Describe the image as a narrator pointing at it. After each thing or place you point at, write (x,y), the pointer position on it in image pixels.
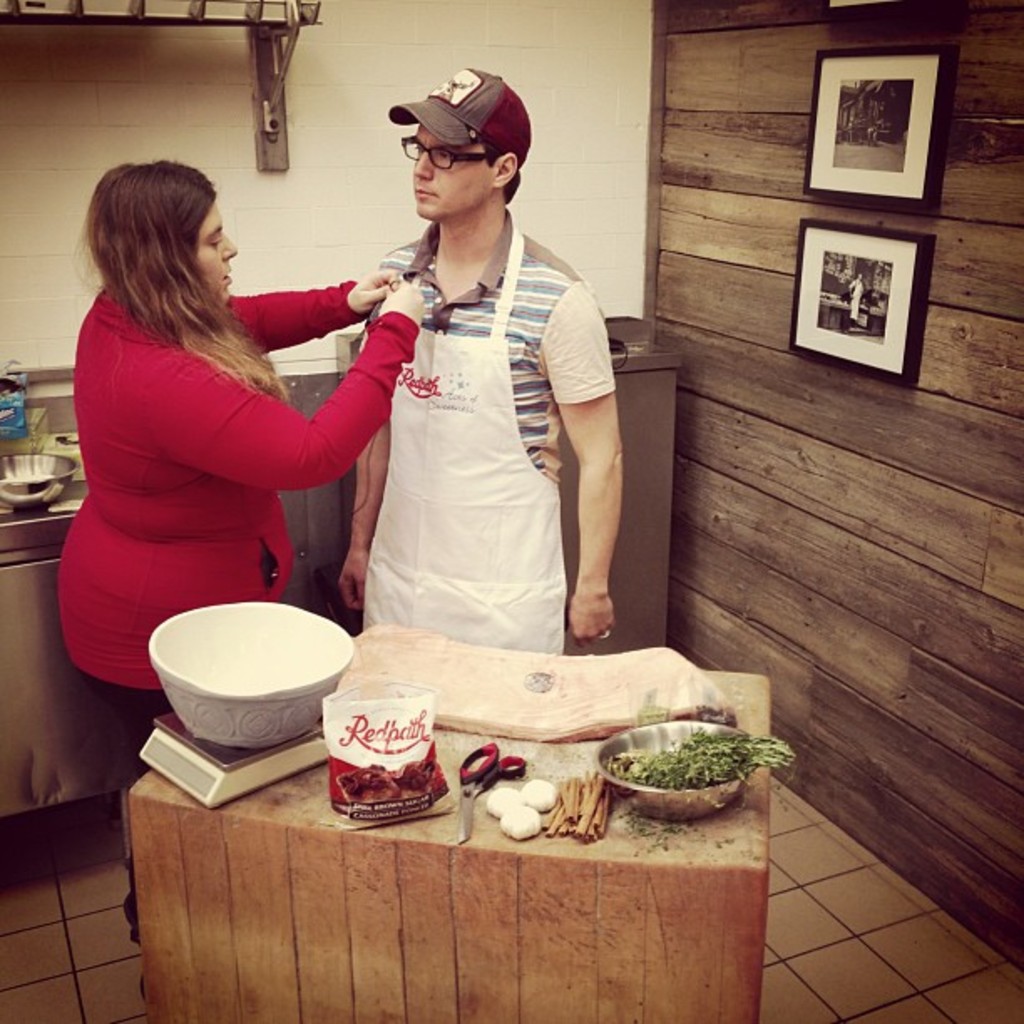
In this image we can see a woman (163,266) wearing red color dress (103,588) is standing here and this person (447,285) wearing cap (504,135), spectacles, T-shirt (440,305) and apron (411,568) is also standing here. Here we can see weighing scale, bowls (668,795) and few things (336,801) are kept. In the background (11,552), we can see a few more objects (653,472), photo frame (931,91) to the wooden wall (827,425) and the stand (289,159) fixed to the wall (289,159).
